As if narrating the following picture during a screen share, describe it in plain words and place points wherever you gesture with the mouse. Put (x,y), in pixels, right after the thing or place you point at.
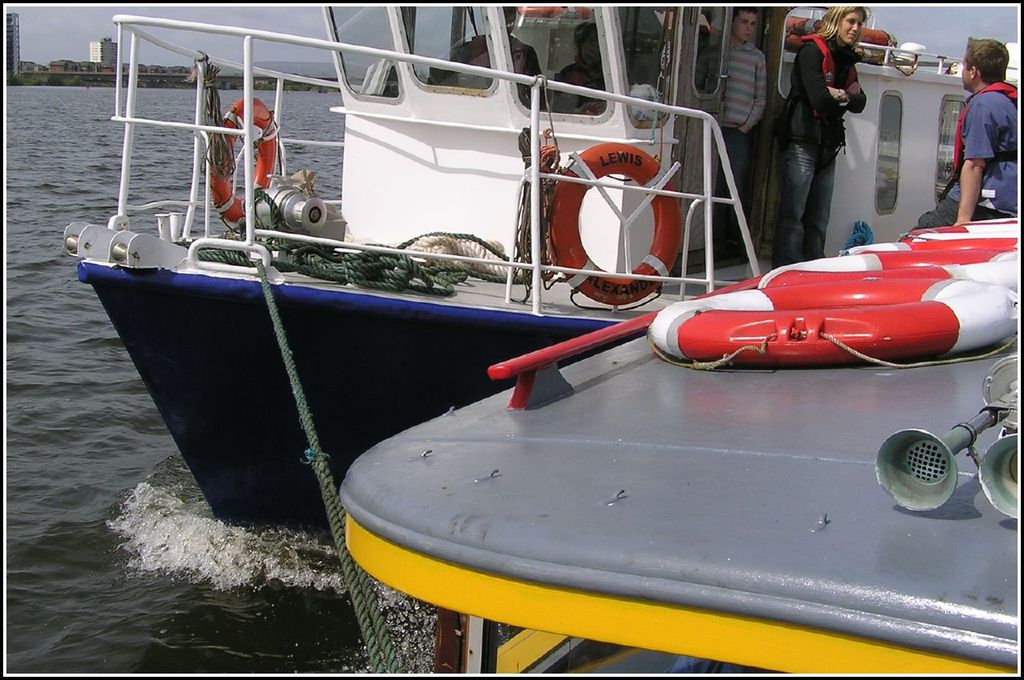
In this picture there are two boats (773,457) which has few persons (990,152), ropes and some other objects (597,266) on it is on the water (184,570) and there are few buildings (111,62), trees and some other objects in the left top corner (99,67).
